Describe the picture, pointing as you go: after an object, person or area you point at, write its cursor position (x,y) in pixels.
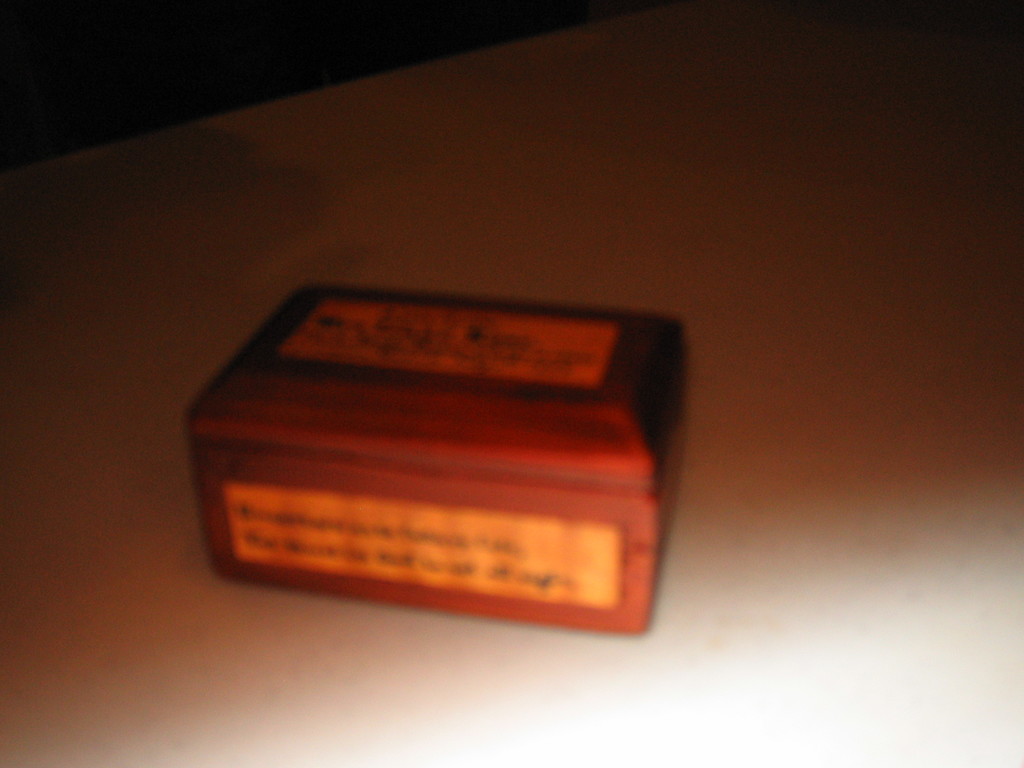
In this image in the center (395,490) there is one box (344,514), and at the bottom (378,672) there is a floor (137,499).
